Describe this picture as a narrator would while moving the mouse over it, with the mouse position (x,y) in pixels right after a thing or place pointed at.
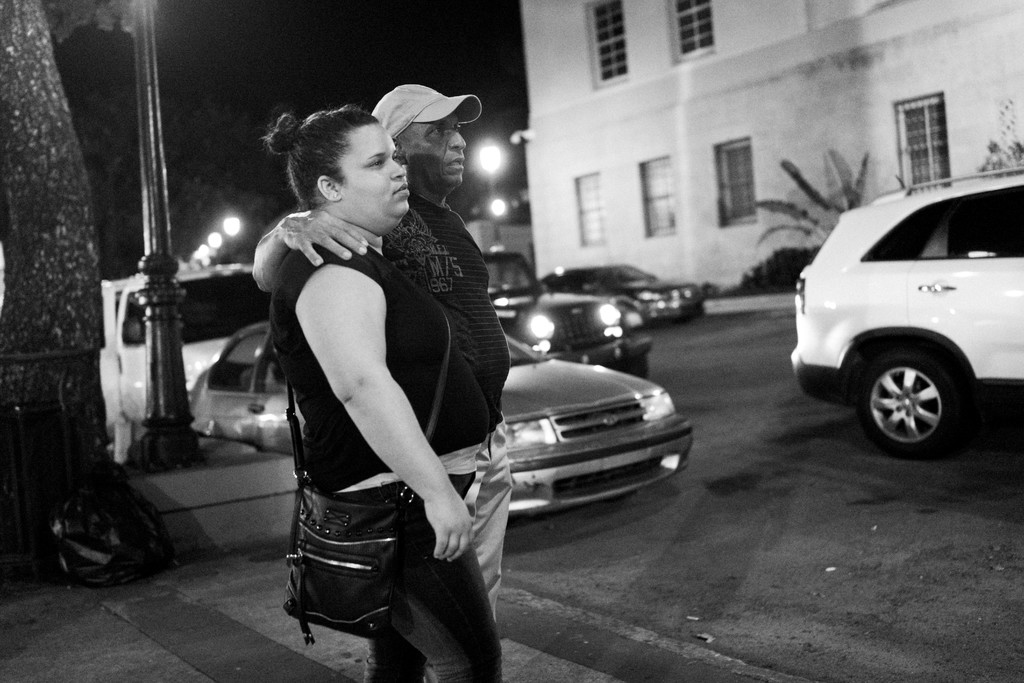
In this picture we can see a man (483,306) and a woman (425,576) are standing in the front (441,296), this woman (435,431) is carrying a bag (447,318), there are some vehicles (511,297) in the middle (518,403), on the left side (156,218) there is a pole (164,229), we can see a building (628,77), lights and plants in the background (543,134), it is a black and white image.
